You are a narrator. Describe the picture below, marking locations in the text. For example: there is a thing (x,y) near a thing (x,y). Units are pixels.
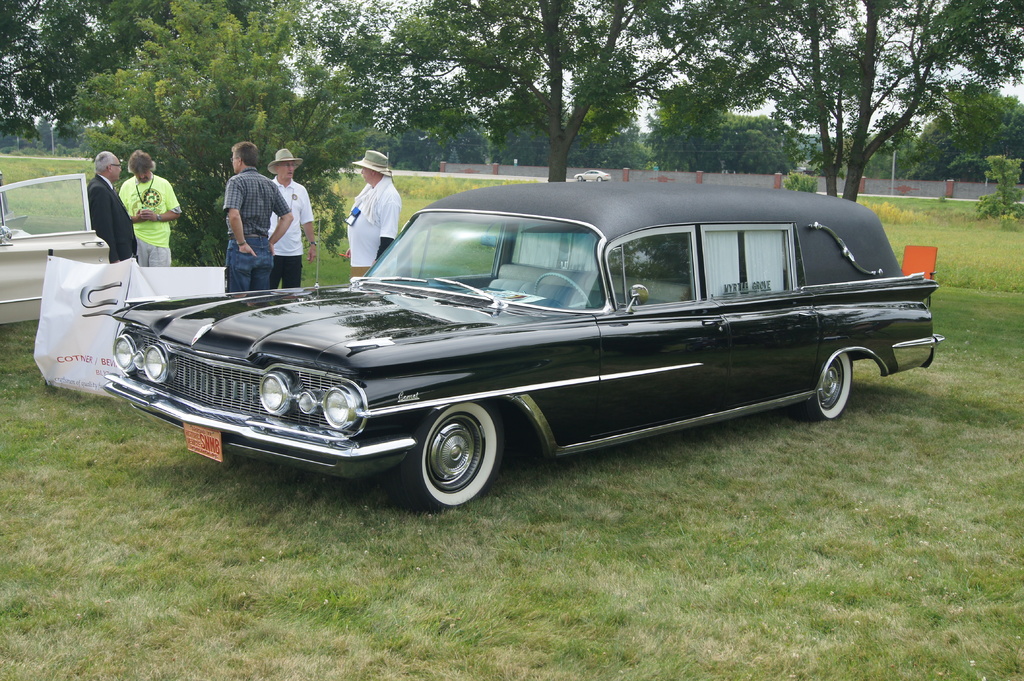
In this image, we can see a group of people (160,193) wearing clothes (120,200) and standing beside the tree (259,109). There is a car (612,344) in the middle of the image (543,433). There is a door (34,286) on the left side of the image (37,245). In the background of the image (635,73), there are some trees (524,62).
